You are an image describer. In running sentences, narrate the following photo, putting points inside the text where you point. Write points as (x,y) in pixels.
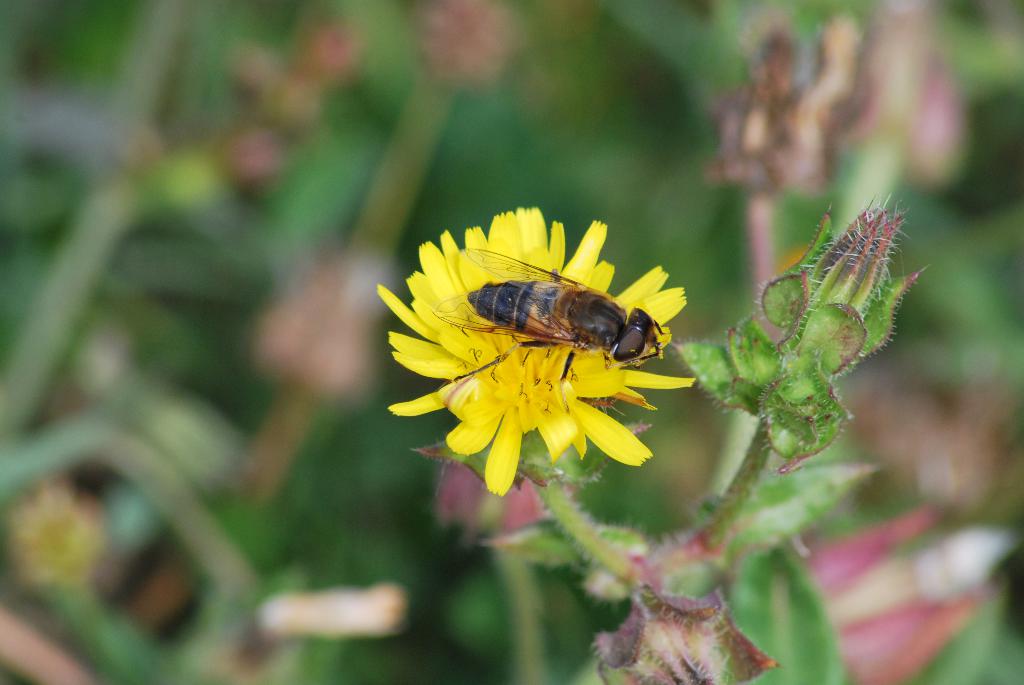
In the center of the image (545,310) we can see a hoverfly (573,325) on the yellow color flower (522,395) to the plant (687,549) and the background (971,534) is blurred.
